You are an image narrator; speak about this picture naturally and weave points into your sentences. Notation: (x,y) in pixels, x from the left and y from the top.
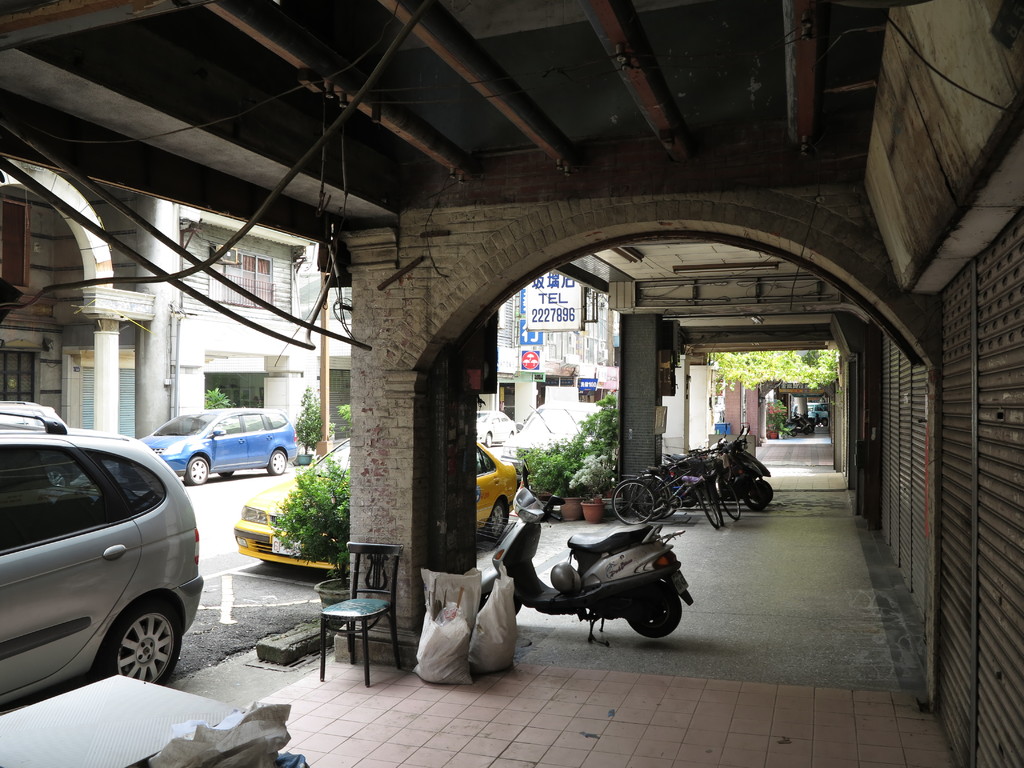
In this picture I can see the path (461,717) in front (317,703) on which there are 2 bags (497,624), few bikes (615,531), cycles (704,483), a chair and plants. On the left side of this picture (267,616) I can see the road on which there are cars (228,422) and I see number of buildings (305,351) and few more plants (342,411). On the right side of this picture (885,420) I can see the shutters (952,309). On the top of this picture (77,140) I can see the wires (83,179). In the background (527,364) I can see the boards (562,287) on which there is something written and I see few more plants (723,367) and vehicles (813,409).
